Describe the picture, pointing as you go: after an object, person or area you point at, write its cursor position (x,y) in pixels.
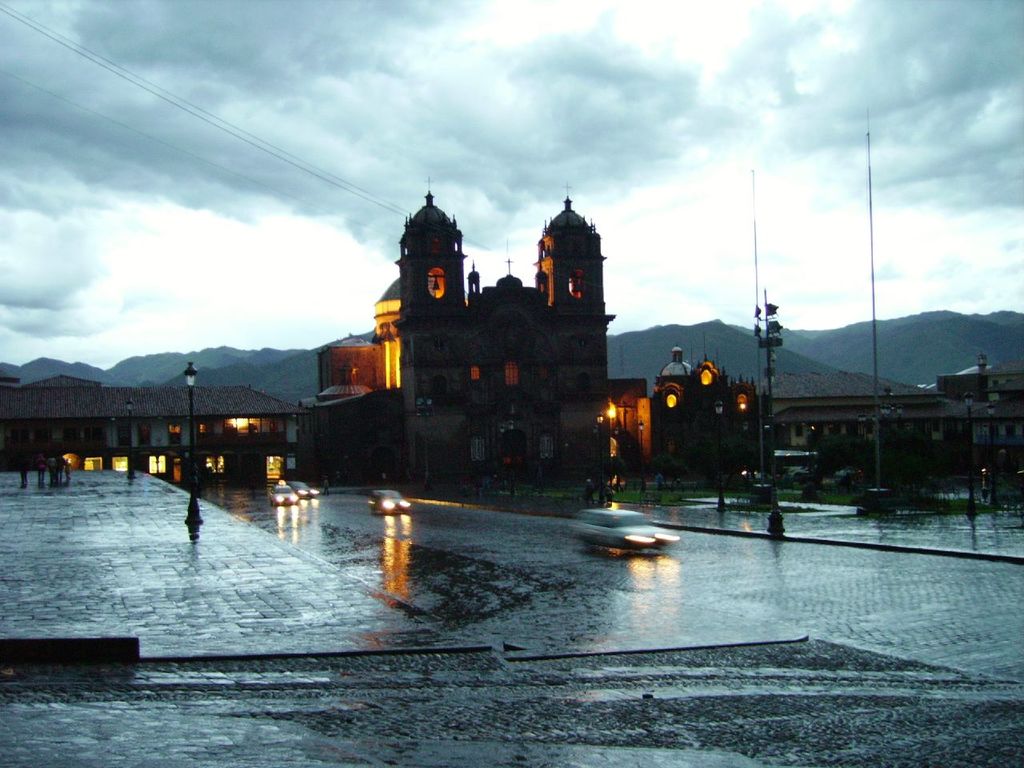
Vehicles (573,525) are on the road (556,518). Here we can see buildings (282,439), light poles (193,376) and people (66,469). Sky (999,287) is cloudy. Far we can see hills (36,373).
